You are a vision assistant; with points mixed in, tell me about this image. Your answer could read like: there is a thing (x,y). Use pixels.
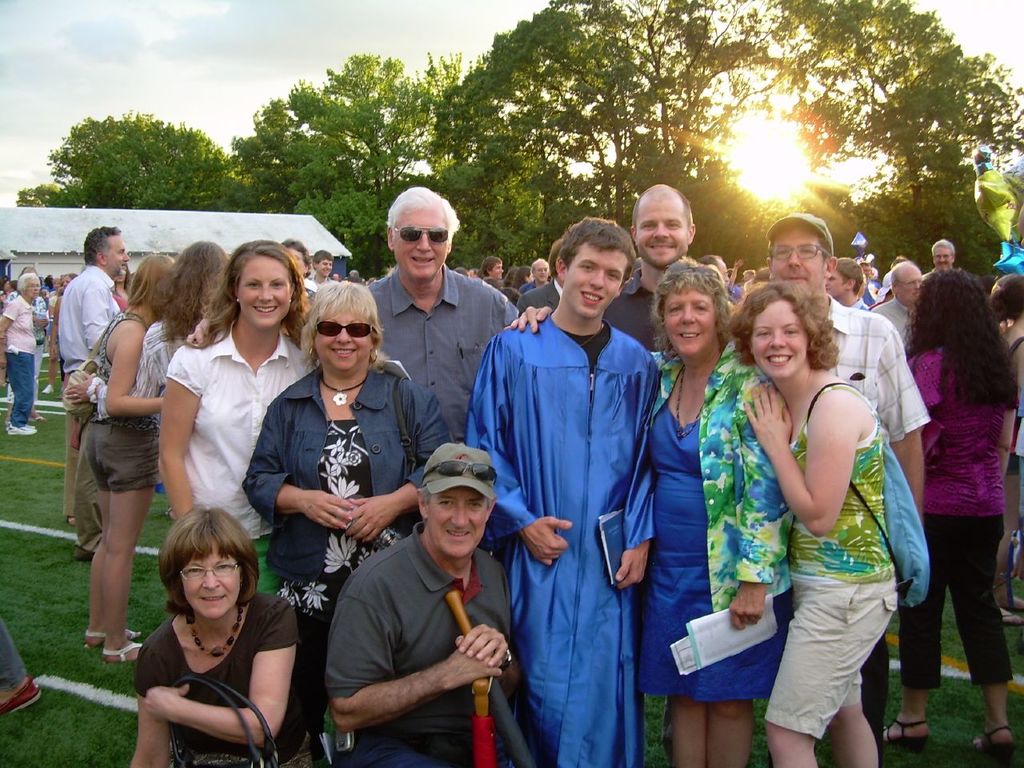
In the foreground of this image (392,727), there are group of people (214,552) posing to a camera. In the background (545,287), there are people (100,313) standing on the grass (50,491) and also we can see a shelter (205,239), few trees (511,128), sky (329,26) and the sun (786,160).
